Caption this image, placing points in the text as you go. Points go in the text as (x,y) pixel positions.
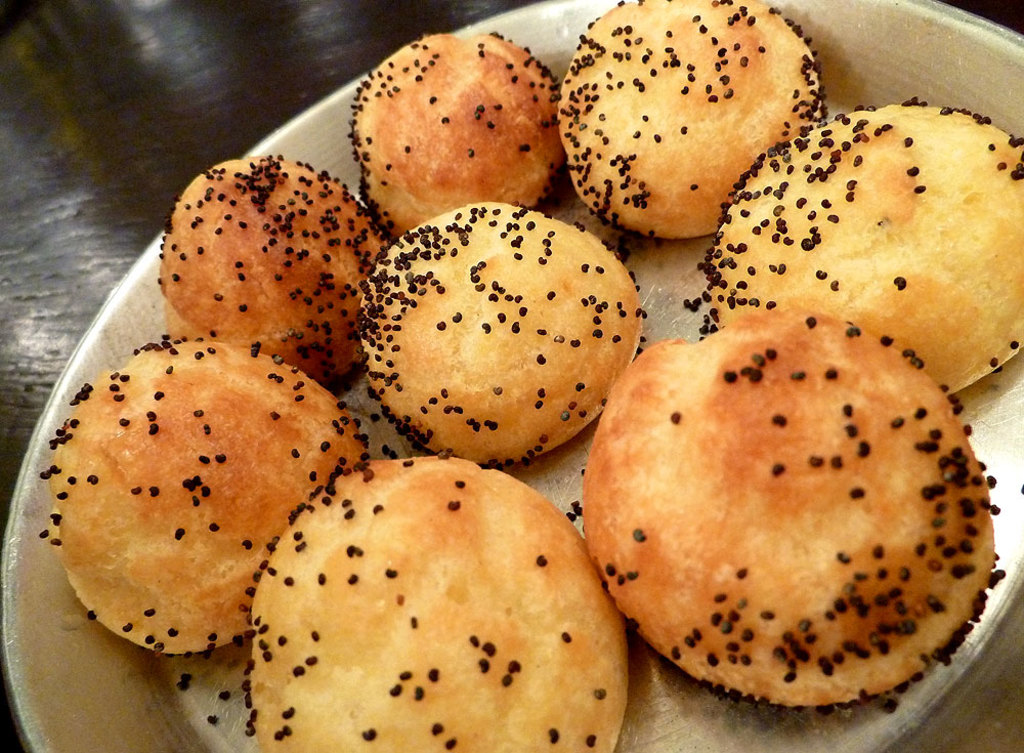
In this image there is a plate (1023,519) having some food (742,317) on it. Plate (189,731) is kept on the table (115,169).
